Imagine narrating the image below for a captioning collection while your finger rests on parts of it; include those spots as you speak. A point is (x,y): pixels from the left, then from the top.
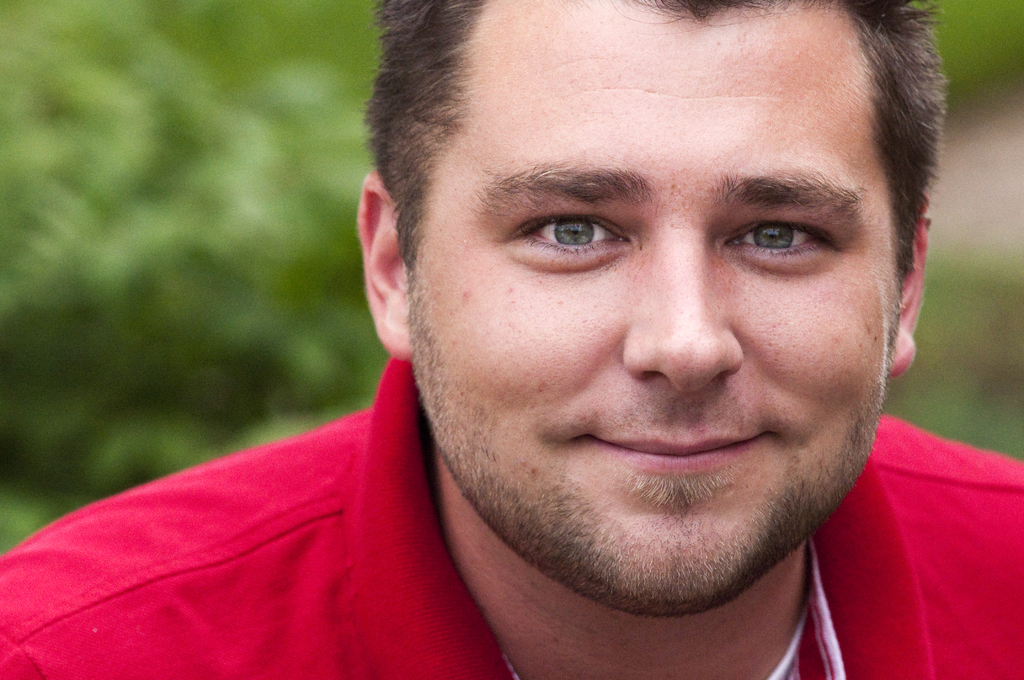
There is one person (562,262) present in the middle of this image (599,284) and it is greenery (241,213) in the background (193,264).
